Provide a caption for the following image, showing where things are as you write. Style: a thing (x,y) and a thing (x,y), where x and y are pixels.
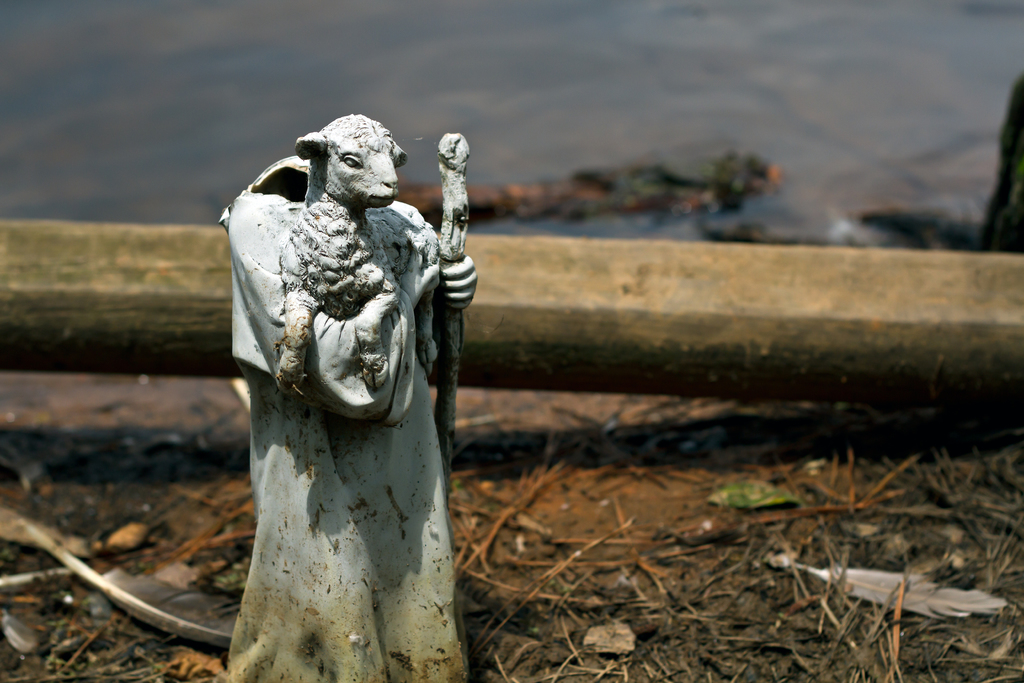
This picture shows a statue (266,487) and we see water (448,68).
